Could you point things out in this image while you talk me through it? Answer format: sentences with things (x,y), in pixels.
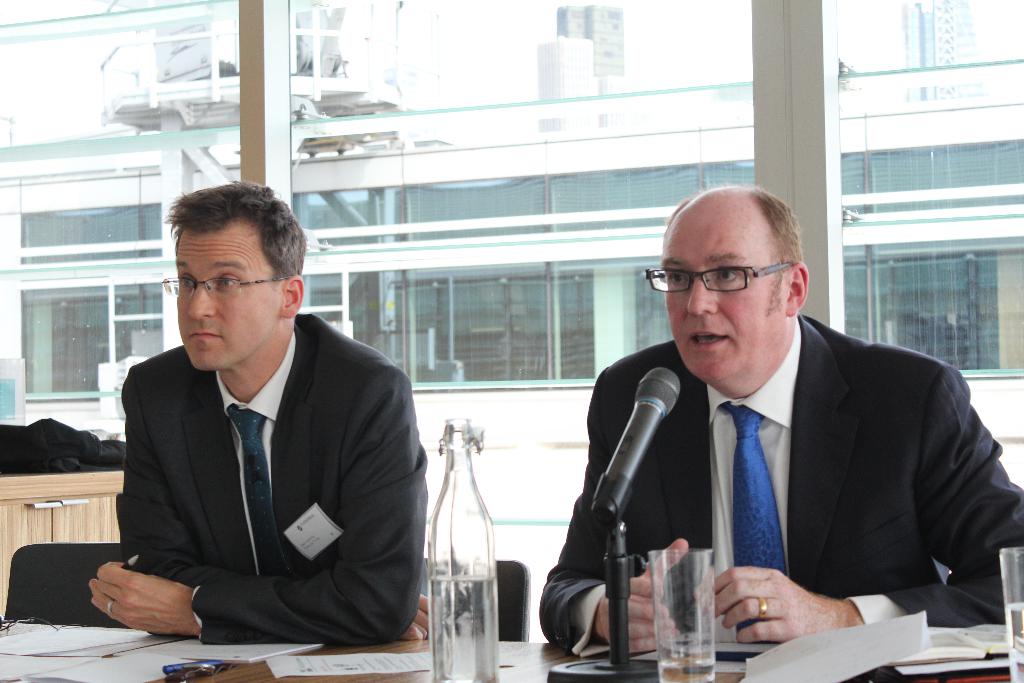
In this picture we can see two men (754,458) wore spectacles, blazers (670,449), ties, sitting on chairs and in front of them we can see a bottle (491,551), glasses (1012,595), papers (68,628), books (936,655), mic (617,668) on the table (412,650) and in the background (155,288) we can see a building (586,90) with windows (445,341) and some objects (39,494).
